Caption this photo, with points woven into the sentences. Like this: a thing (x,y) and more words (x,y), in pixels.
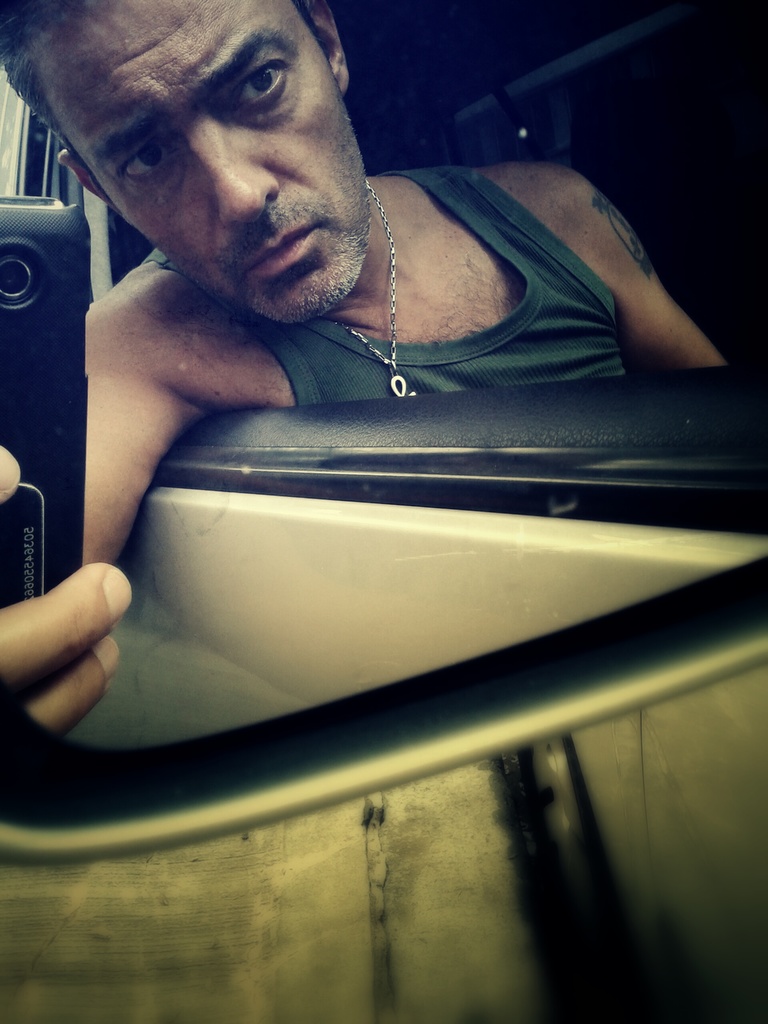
In this image there is a mirror (239,704) and we can see a reflection (458,334) of a man (290,351) holding a mobile (62,471) in the mirror (308,493).
